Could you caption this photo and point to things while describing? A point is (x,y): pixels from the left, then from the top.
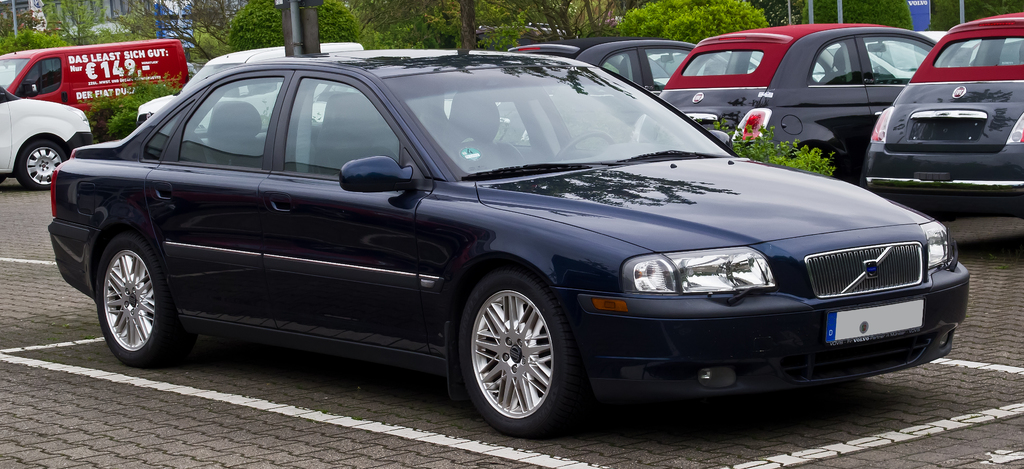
In this picture we can see some vehicles (687,117) are parked in one place, behind we can see some trees (358,16) and potted plants (158,93).
